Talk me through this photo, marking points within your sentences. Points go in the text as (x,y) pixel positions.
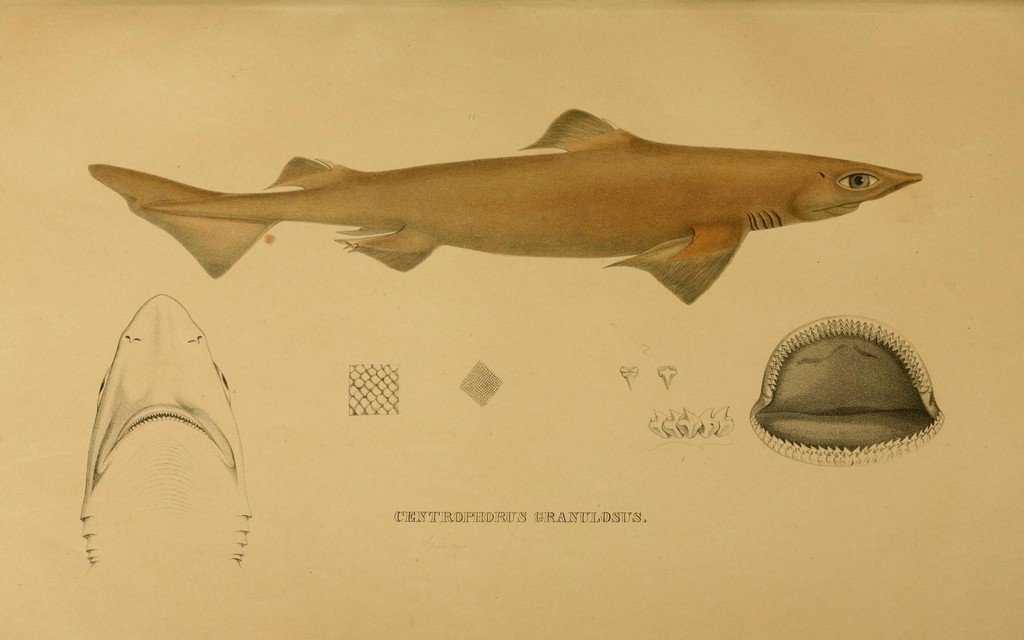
This is a drawing image in which there is some text (553,516) and there are parts of fish (817,387) and there is a fish (460,201) which is visible.
